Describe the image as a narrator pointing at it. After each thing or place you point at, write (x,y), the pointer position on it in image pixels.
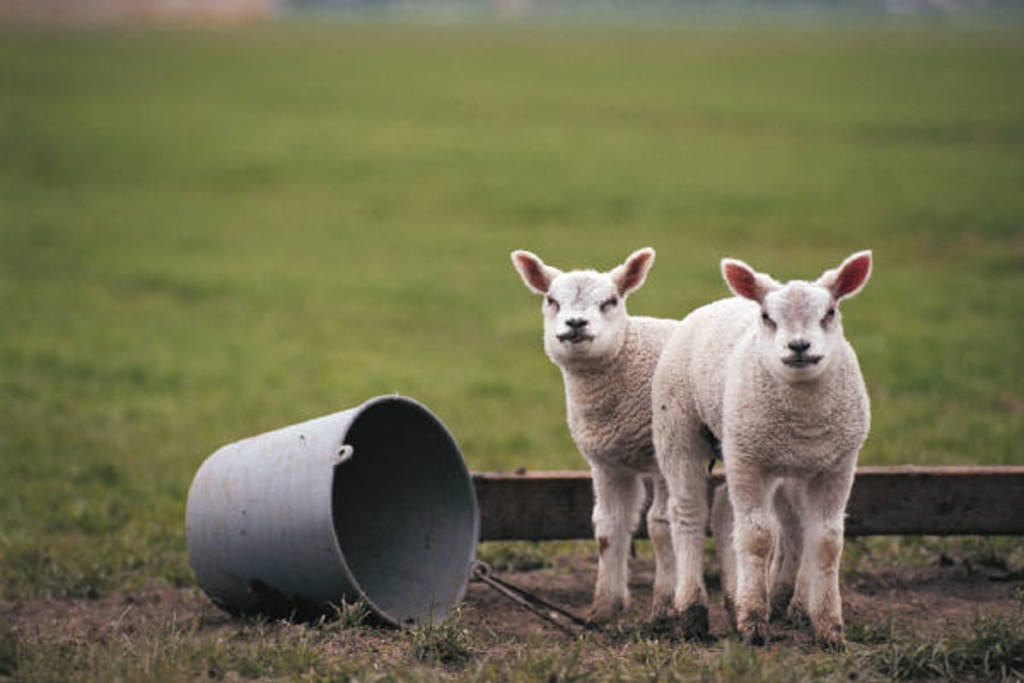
In this image we can see lambs (712,399). Also there is a bucket (408,551). And there is a wooden piece (536,509). In the background (339,216) it is blur. On the ground (744,659) there is grass (751,650).
